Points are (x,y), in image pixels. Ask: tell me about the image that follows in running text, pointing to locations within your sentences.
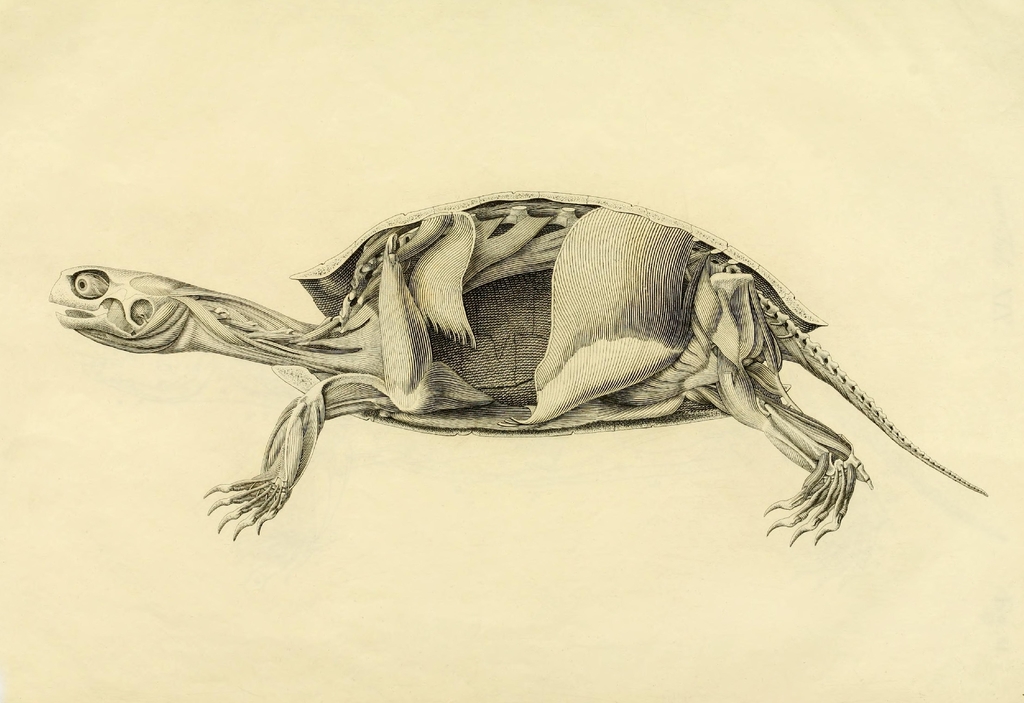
This picture contains the skeleton (323,315) of the turtle (488,254). I think it was drawn on the paper (809,172). In the background (694,187), it is cream in color.
